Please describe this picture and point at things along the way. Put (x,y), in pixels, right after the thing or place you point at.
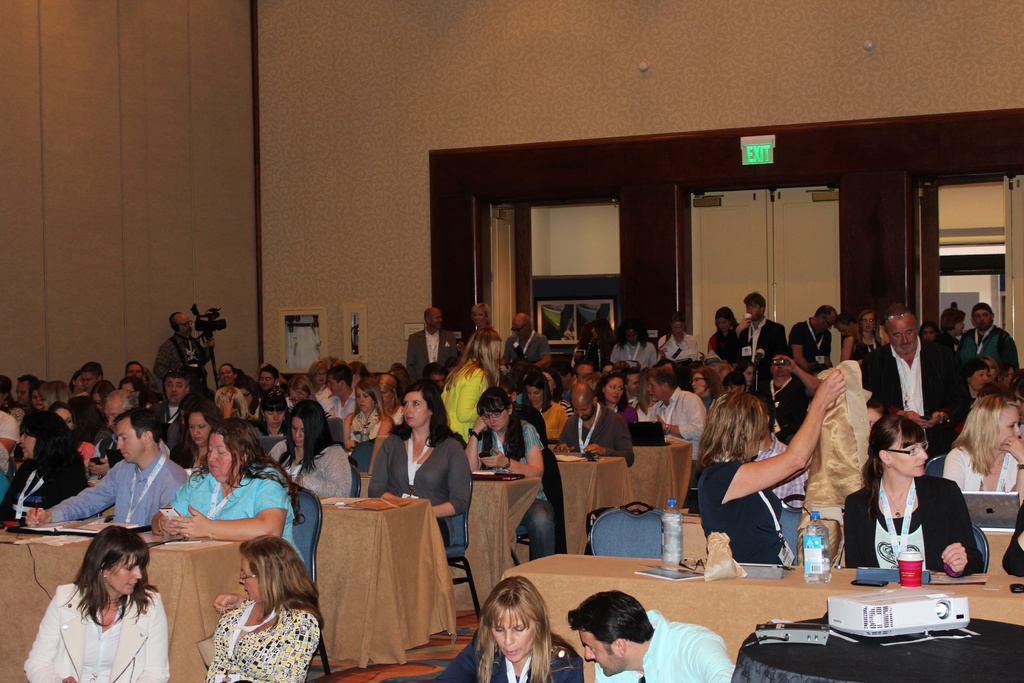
There is a room (329,411). There is a group of people (312,388). They are sitting on a chairs (305,538). There is a table (447,613). There is a glass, bottle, wire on a table (619,563). We can see in background (389,355) wall (403,347), door (785,303) and exit board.
